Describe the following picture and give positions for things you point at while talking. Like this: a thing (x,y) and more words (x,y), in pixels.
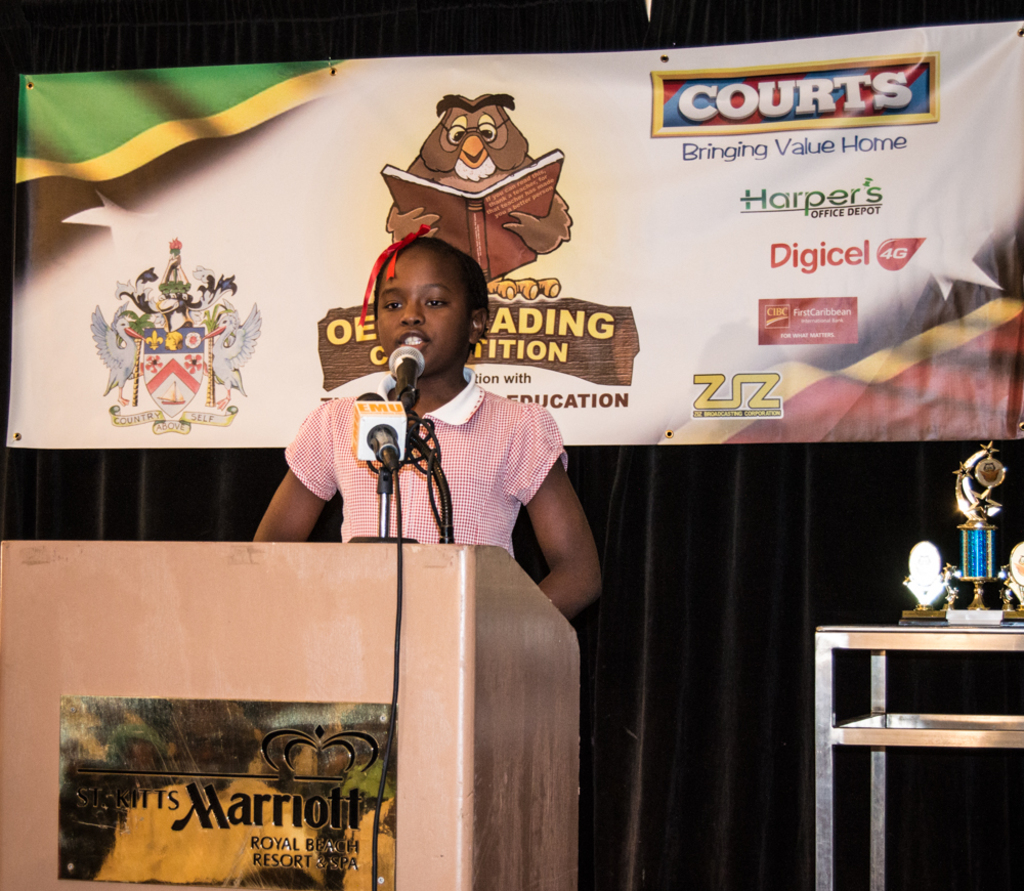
In this picture I can observe a girl (439,344) standing in front of a podium (218,812). There are two mics (370,431) on the podium (441,614). On the right side (963,564) I can observe trophies (975,580) placed on the table (835,727). In the background (215,234) I can observe flex (538,239) and black color curtain (132,477).
